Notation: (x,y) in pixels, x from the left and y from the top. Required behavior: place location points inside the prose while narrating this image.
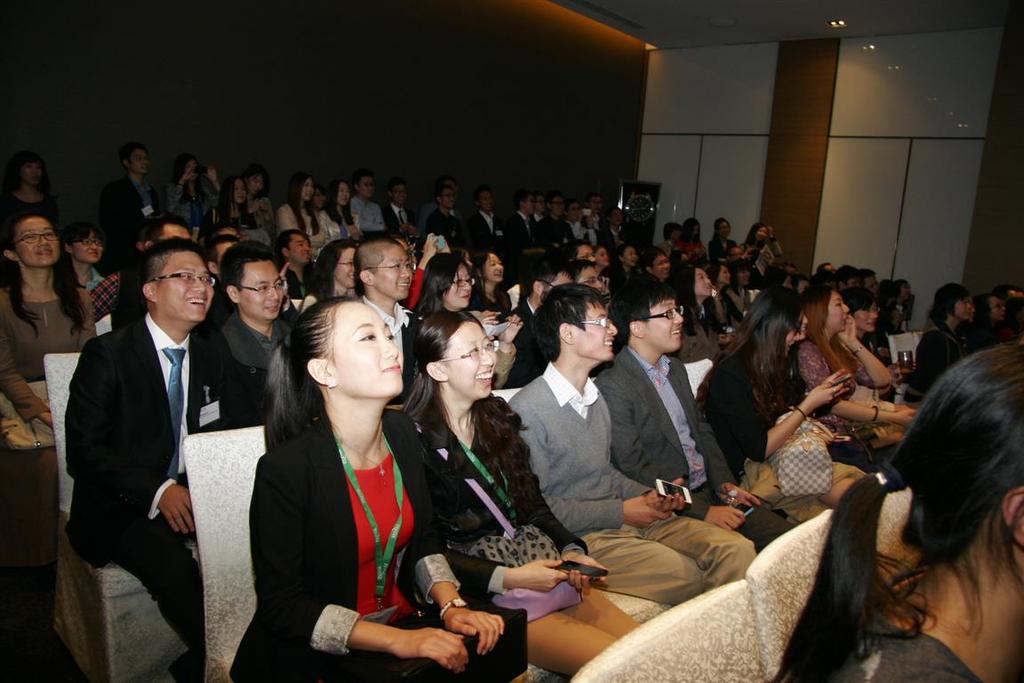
In this image we can see many persons (577,430) sitting on the chairs (212,449). In the background (16,181) we can see persons (493,191) and wall (678,140).
